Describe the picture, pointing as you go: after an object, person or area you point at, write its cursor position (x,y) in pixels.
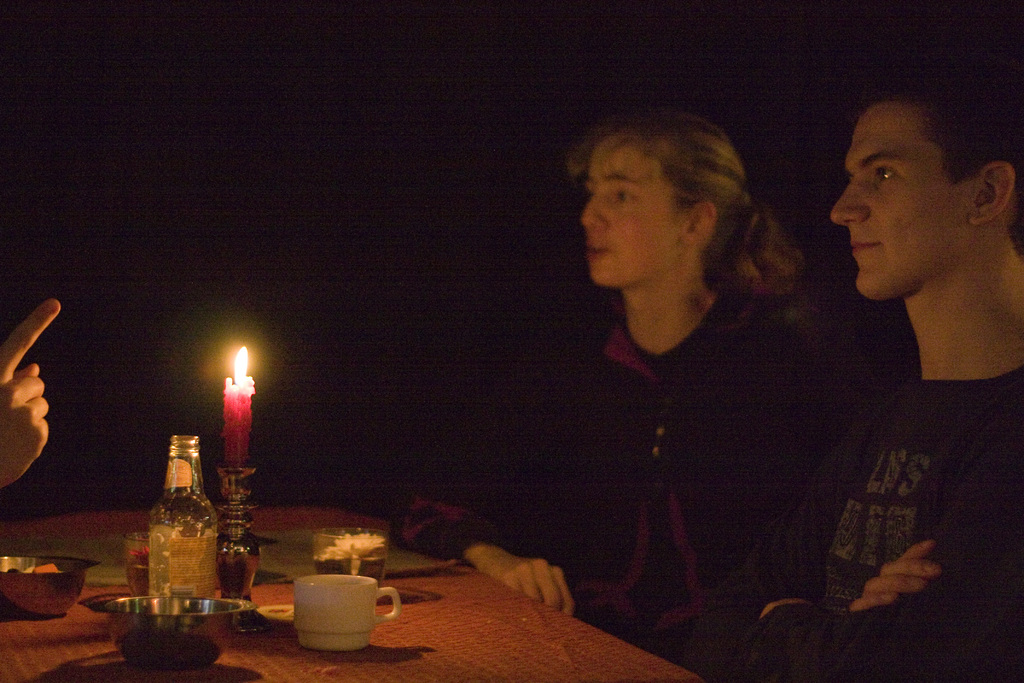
In this image we can see a man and a woman (755,537) sitting on the chairs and a table (506,600) is placed in front of them. On the table (404,631) we can see serving bowls (193,612), coffee cup (330,593), beverage bottle (200,560), candles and a candle holder (246,543).
